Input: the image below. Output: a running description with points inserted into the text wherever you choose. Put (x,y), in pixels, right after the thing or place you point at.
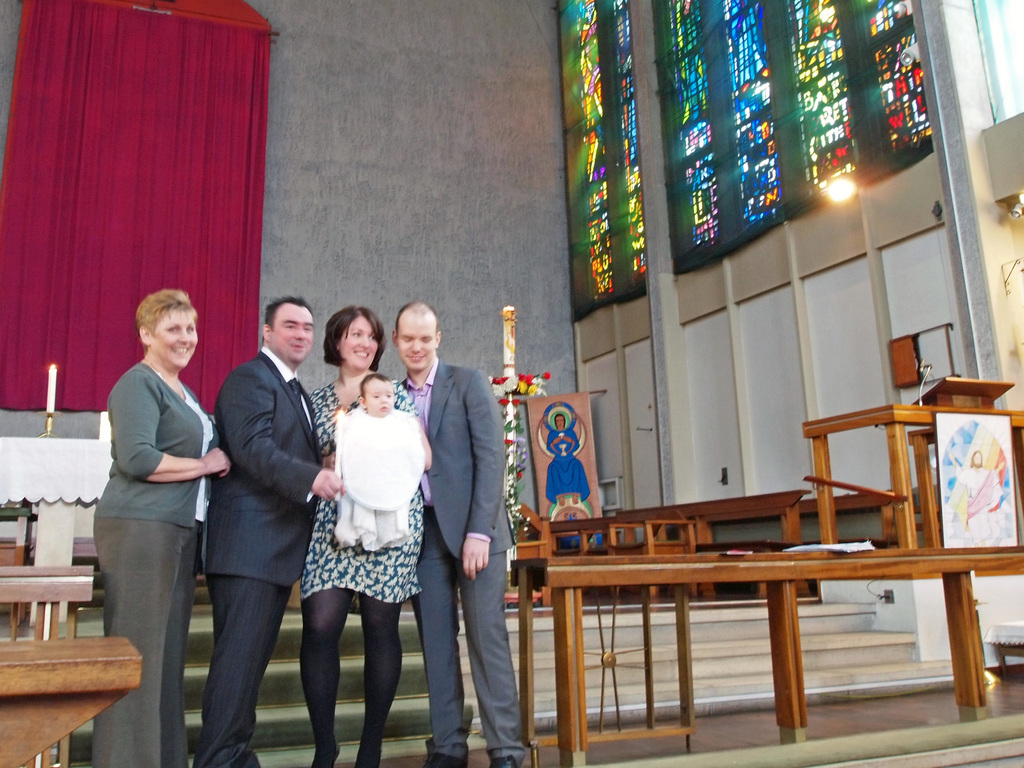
It seems like the photo is clicked inside the church (401,284). Four people (254,533) are standing all of them are smiling. A lady (347,382) wearing blue frock (328,565) is carry one baby (381,444). Beside them there are tables (921,500). On the table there are candles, mic (919,380), paper (839,547). In the background (136,168) curtains (150,163), window (753,161), photo frame (572,409), and stairs (585,659) are there.
